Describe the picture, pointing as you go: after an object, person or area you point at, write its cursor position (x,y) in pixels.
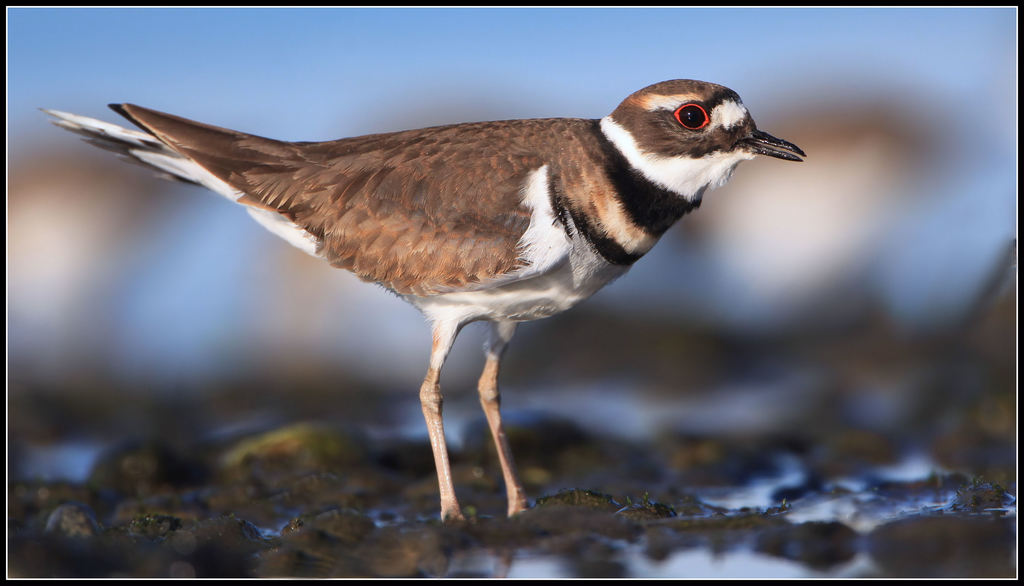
In the picture we can see a bird (560,142) on the mud surface (748,423) with some water (792,519) to the surface (733,521), and the bird (547,292) is brown in color with some white shades and a beak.
